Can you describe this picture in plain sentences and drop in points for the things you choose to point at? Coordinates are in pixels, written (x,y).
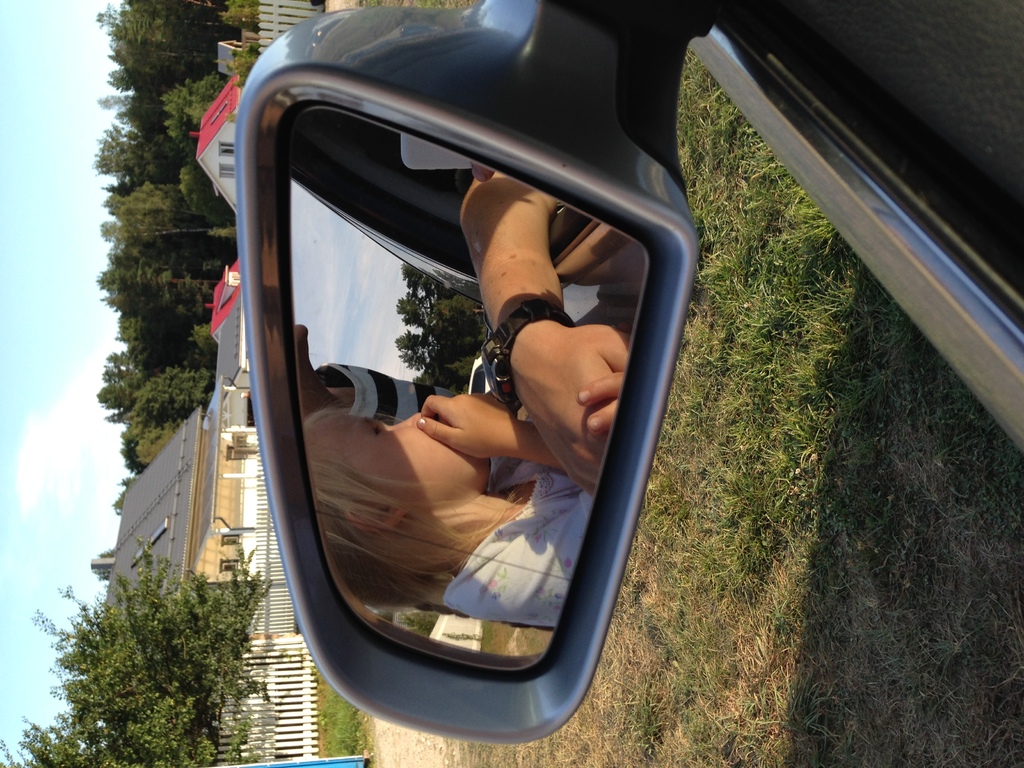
In this image I can see the side mirror (629,149) of the vehicle (645,104). In the mirror (329,219) I can see two people (457,491) with different color dresses (545,528), tree (461,351) and the sky (333,316). Outside of the vehicle (401,244) I can see few houses (231,542) and railing (256,613) to the side. There are many trees (109,674) and the sky (57,377) in the back (3,373).
